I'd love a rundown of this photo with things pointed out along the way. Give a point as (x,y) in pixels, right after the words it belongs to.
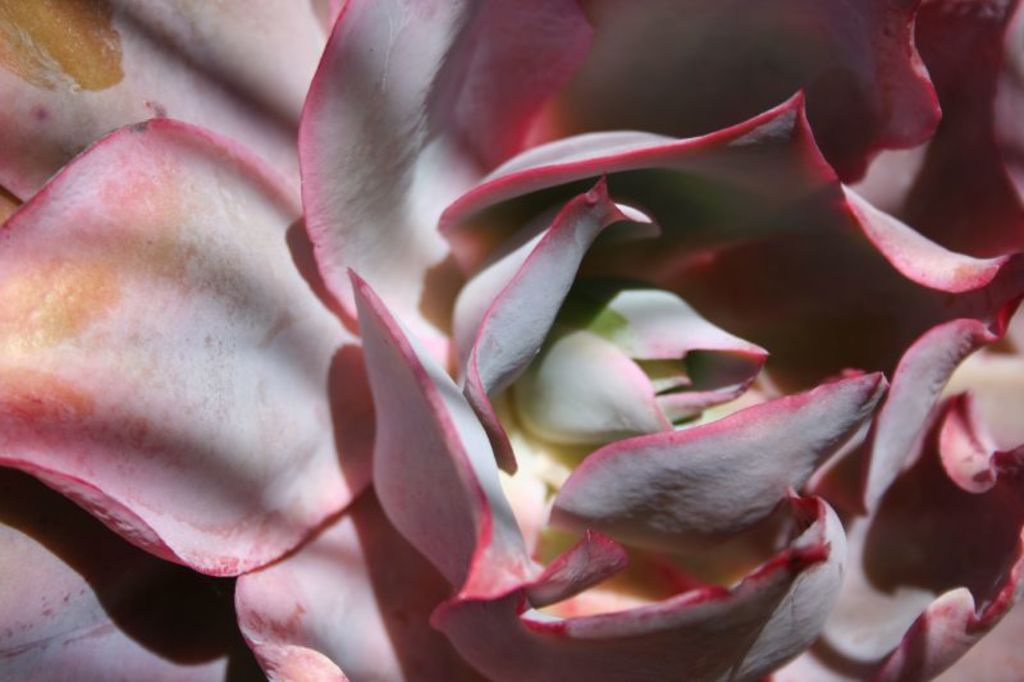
In this image we can see the close view of a flower (924,558) which is in pink color.
